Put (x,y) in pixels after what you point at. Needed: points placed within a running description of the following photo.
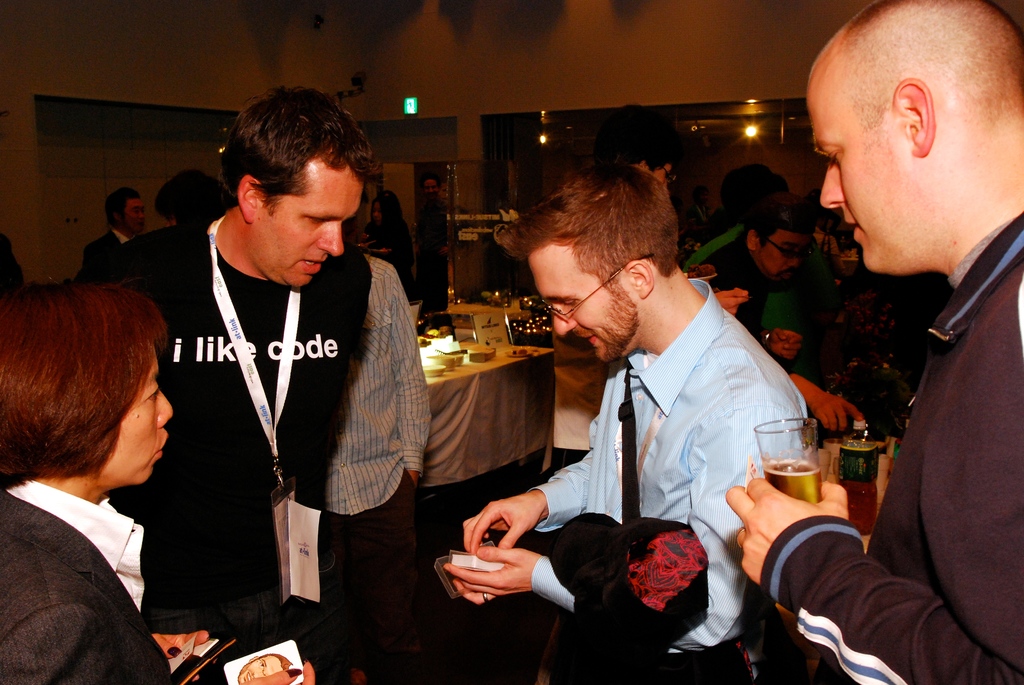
In this image there are a group of people (307,335) who are standing, some of them are holding cards (750,468) and one person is holding a glass (790,463). And in the glass (790,463) there is some drink (772,470), and in the background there are tables (564,361). On the tables (431,403) there are some bowls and some people (729,230) are standing and there are some lights (749,131), wall (458,118) and some objects (487,330).
